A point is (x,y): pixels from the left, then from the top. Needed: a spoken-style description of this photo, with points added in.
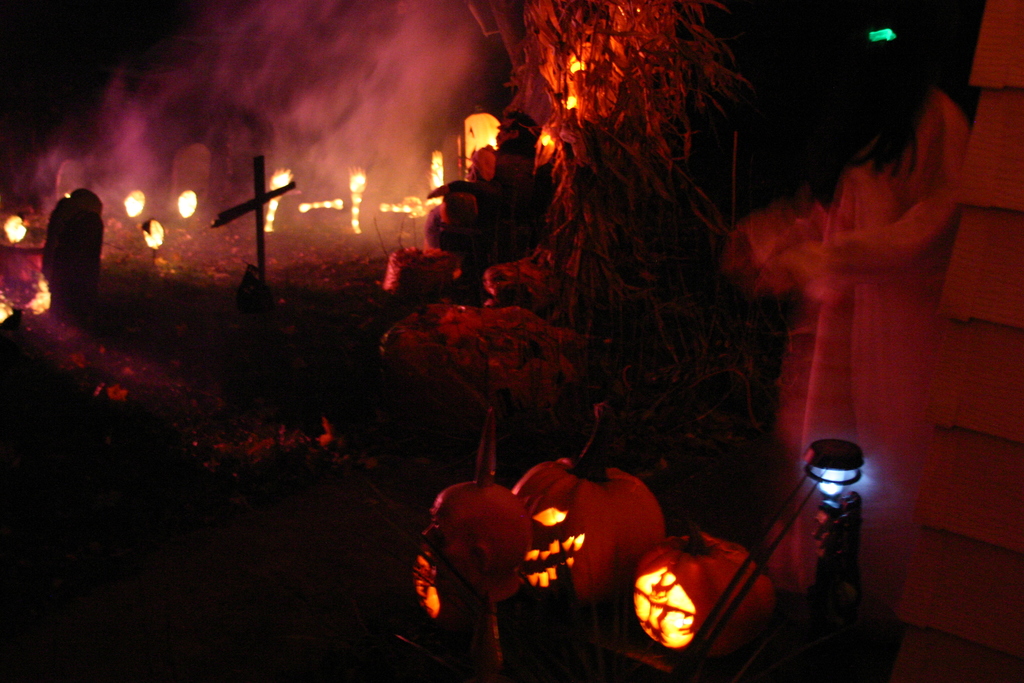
This image is taken in night time there are fire pots (627,542).
